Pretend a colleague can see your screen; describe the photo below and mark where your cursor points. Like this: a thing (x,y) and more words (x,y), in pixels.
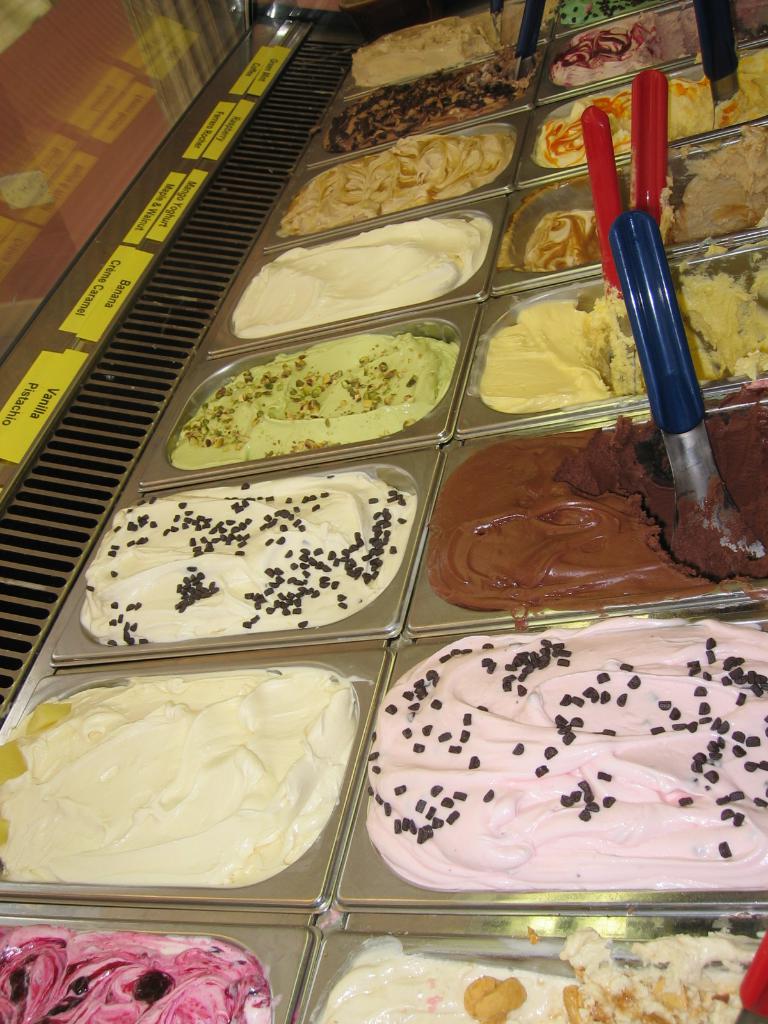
In this image I can see few bowls (283,996) which consists of different ice creams (529,574) and here I can see few scoops (632,304).
